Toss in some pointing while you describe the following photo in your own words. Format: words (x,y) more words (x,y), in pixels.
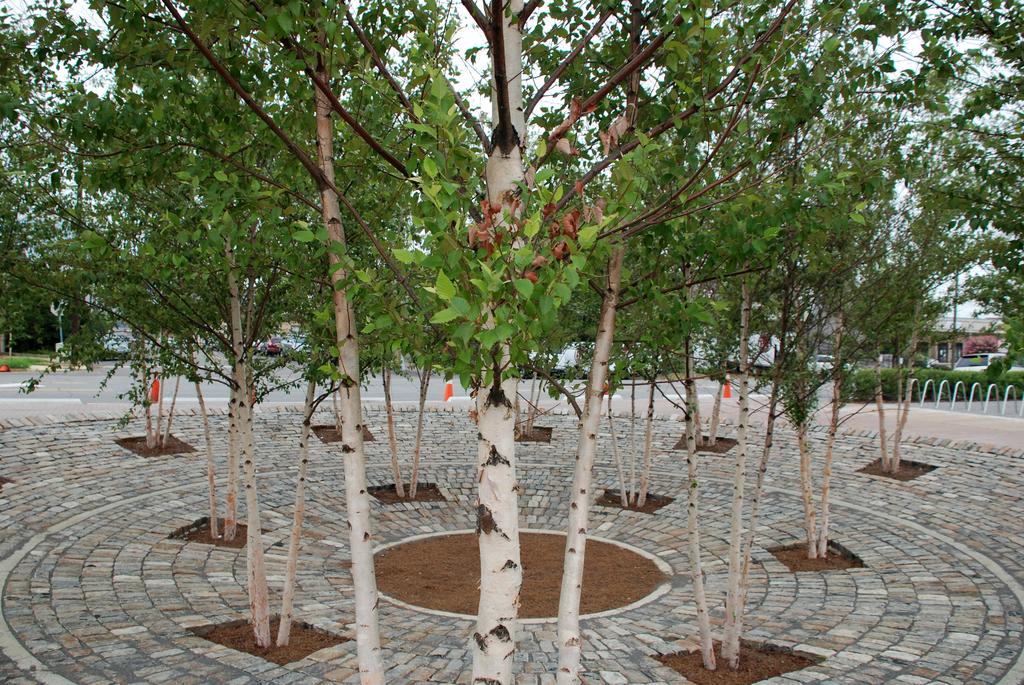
In this image I can see the surface (917,610) on which few tiles (935,632) are attached and few trees (685,417) which are white and green and brown in color. In the background (127,391) I can see the road (86,400), few traffic poles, few buildings (920,347), few vehicles (979,368) and the sky (400,59).
